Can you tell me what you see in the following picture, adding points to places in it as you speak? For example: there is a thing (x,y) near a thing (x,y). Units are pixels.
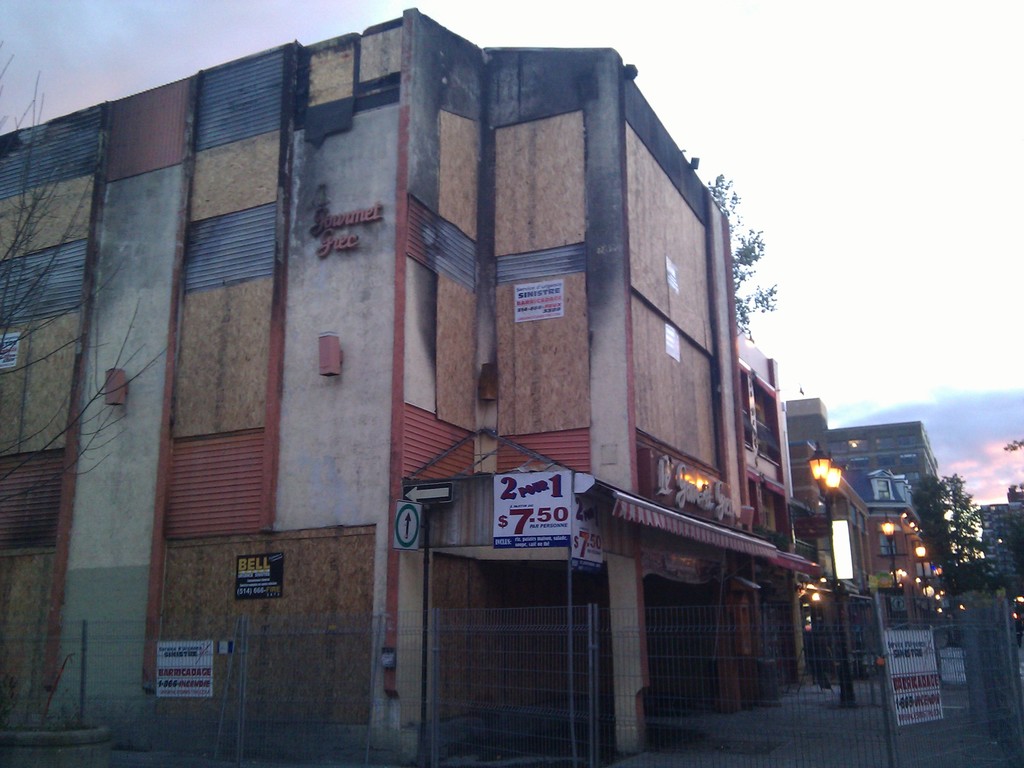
In this image in front (961,699) there is a metal fence (883,724). There are buildings (717,380), trees (966,525), lights (915,546). In the background of the image (929,139) there is sky (920,150).
